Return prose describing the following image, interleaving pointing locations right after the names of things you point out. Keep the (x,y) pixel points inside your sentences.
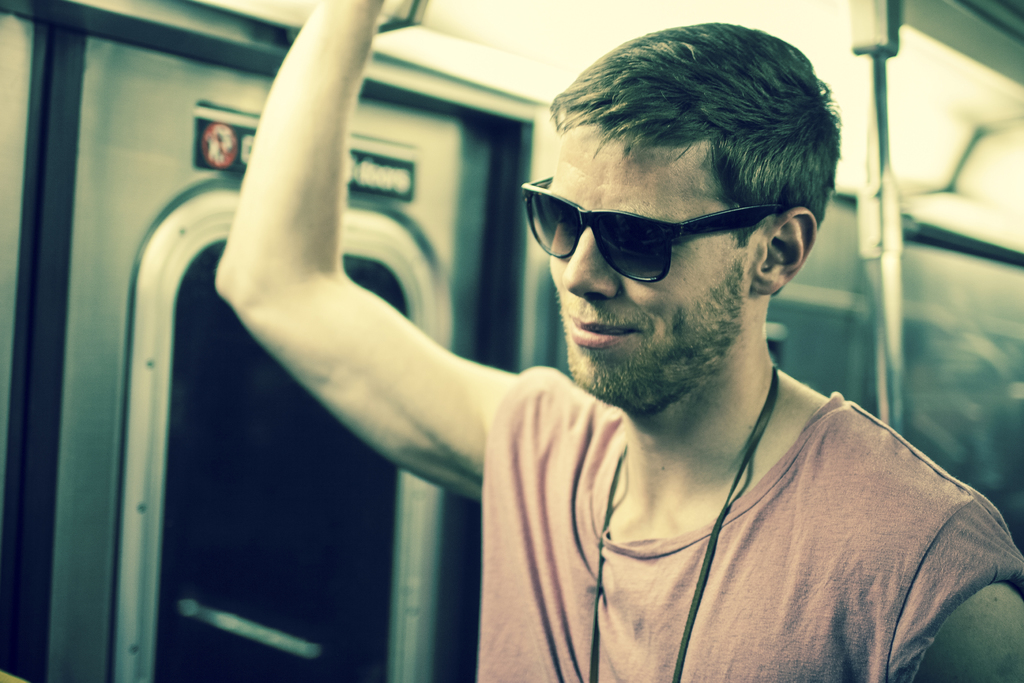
In this picture there is a person (653,352) wearing goggles (625,267) standing and there is a door (142,405) beside him and there is a pole (893,206) behind him.
